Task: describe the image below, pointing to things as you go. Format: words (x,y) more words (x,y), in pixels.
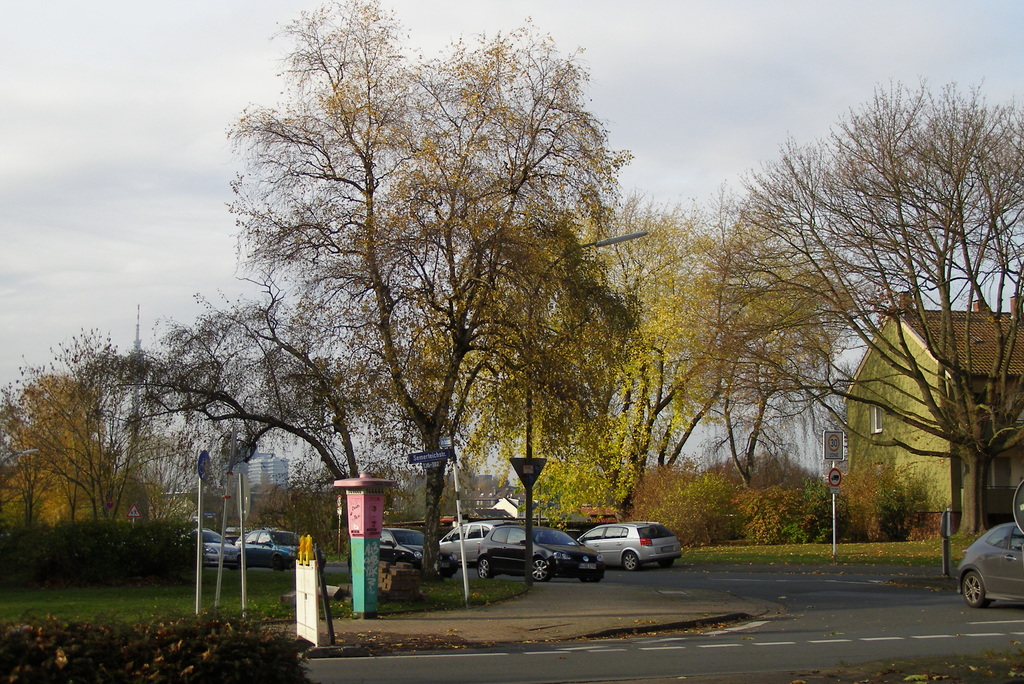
In the center of the image (442,329) we can see the sky (252,107), clouds (273,104), trees (415,259), buildings (1008,335), grass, poles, few vehicles (264,565) on the road (860,644) and sign boards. At the bottom left side of the image (105,647), we can see some object (263,659).
